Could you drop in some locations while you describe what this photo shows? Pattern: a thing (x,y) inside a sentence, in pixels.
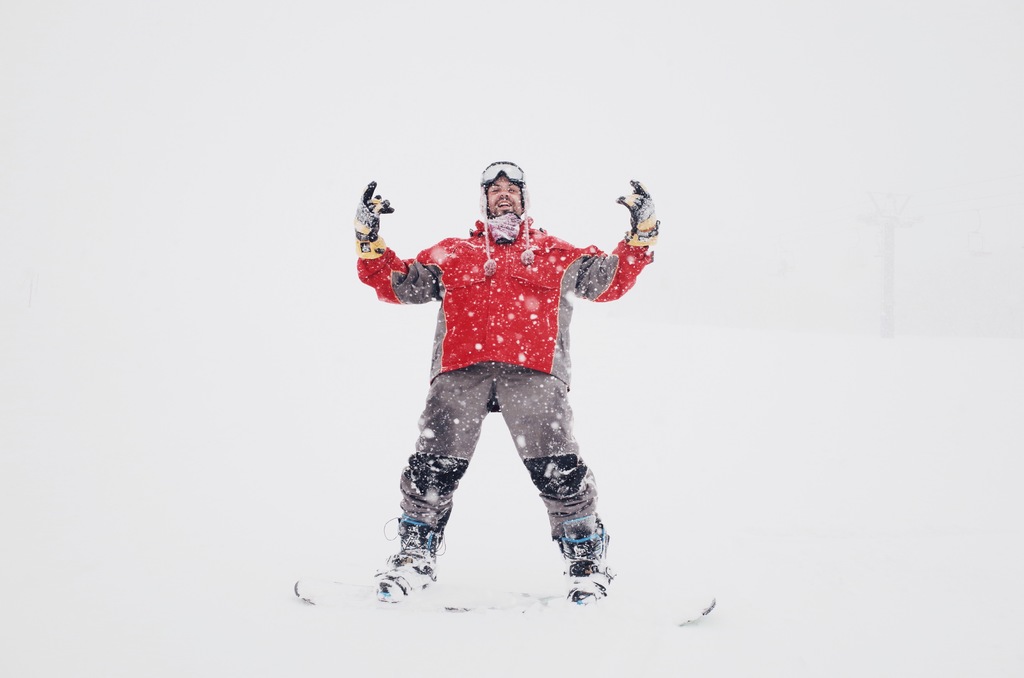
As we can see in the image there is snow (216,632) and a person (546,462) wearing red color jacket (478,306).
